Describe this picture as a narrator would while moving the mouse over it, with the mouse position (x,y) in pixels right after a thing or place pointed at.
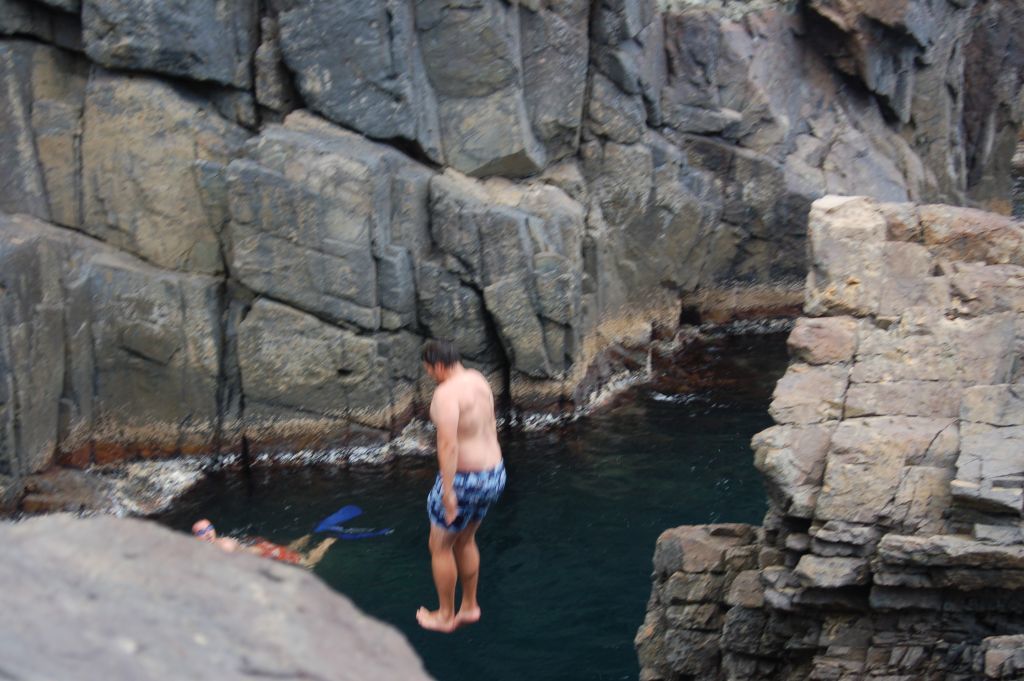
In the middle of the image (464,424) there is a man (452,502) with blue short (452,526) is jumping into the water (456,594). And in the water (546,604) there is a person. At the left bottom of the image (162,595) there is a rock (172,574). And at the right side of the image (862,454) there are rocks (924,349). And in the background (135,12) there are rocks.
